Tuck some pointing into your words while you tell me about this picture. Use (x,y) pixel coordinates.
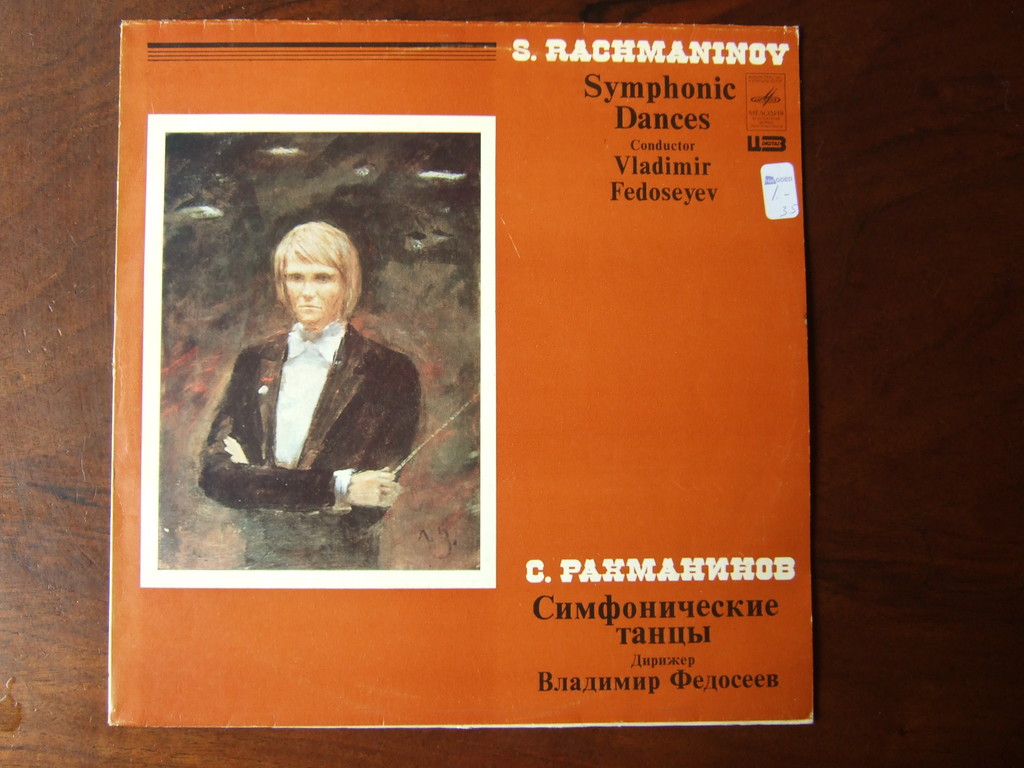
In this image, we can see a table (97,269), on that table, we can see a record cover (659,403). On the left side of the record cover (387,391), we can see a picture (254,478) of a person (248,459). On the right side of the record cover (648,267), we can see some text (630,88) written on it.
